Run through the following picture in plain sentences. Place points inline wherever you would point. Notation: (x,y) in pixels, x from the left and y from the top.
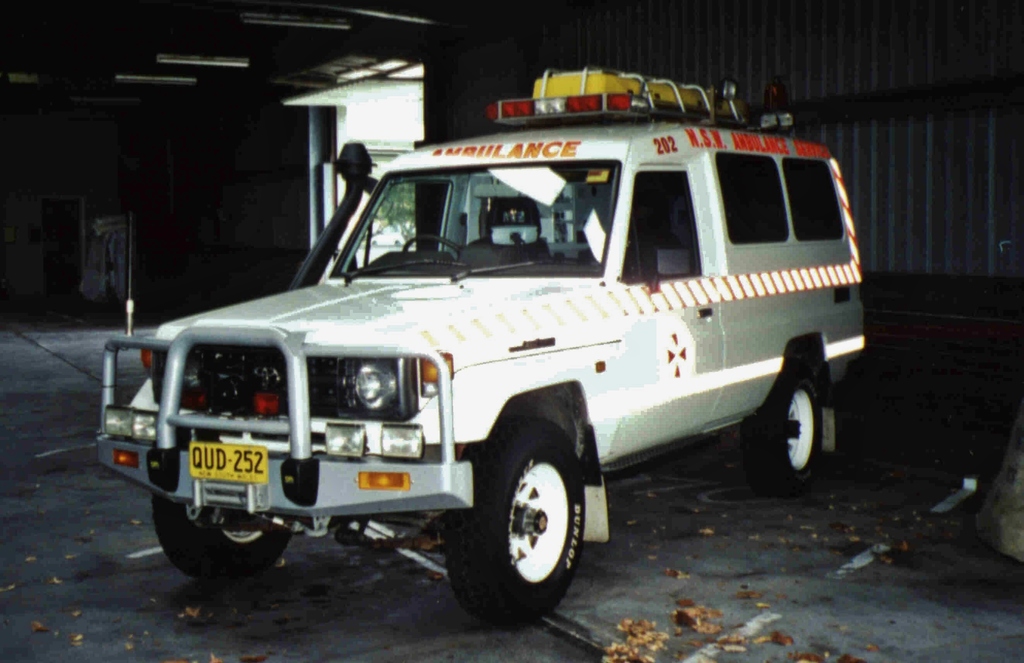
This is an inside view of a shed (854,58). In this picture we can see a vehicle (405,335) and objects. In the background (961,63) we can see metal panel (902,28) and a tree (401,221) is visible.
